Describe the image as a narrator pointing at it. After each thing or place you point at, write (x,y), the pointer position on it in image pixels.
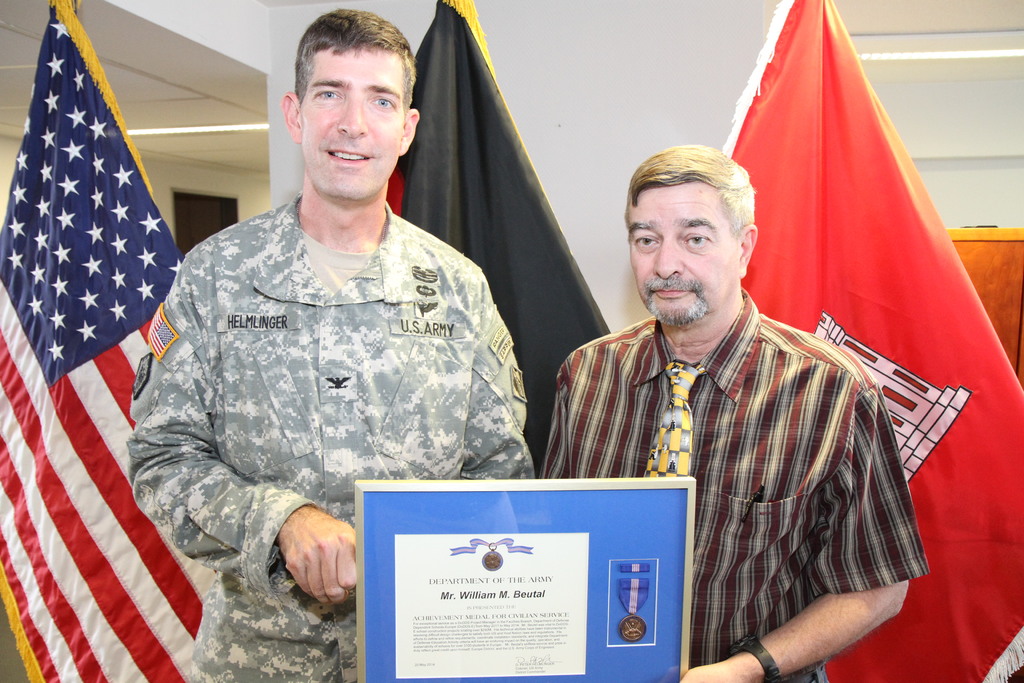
In this picture we can see two people (437,313), here we can see a certificate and in the background (598,233) we can see flags (544,396), wall (1014,144) and some objects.
